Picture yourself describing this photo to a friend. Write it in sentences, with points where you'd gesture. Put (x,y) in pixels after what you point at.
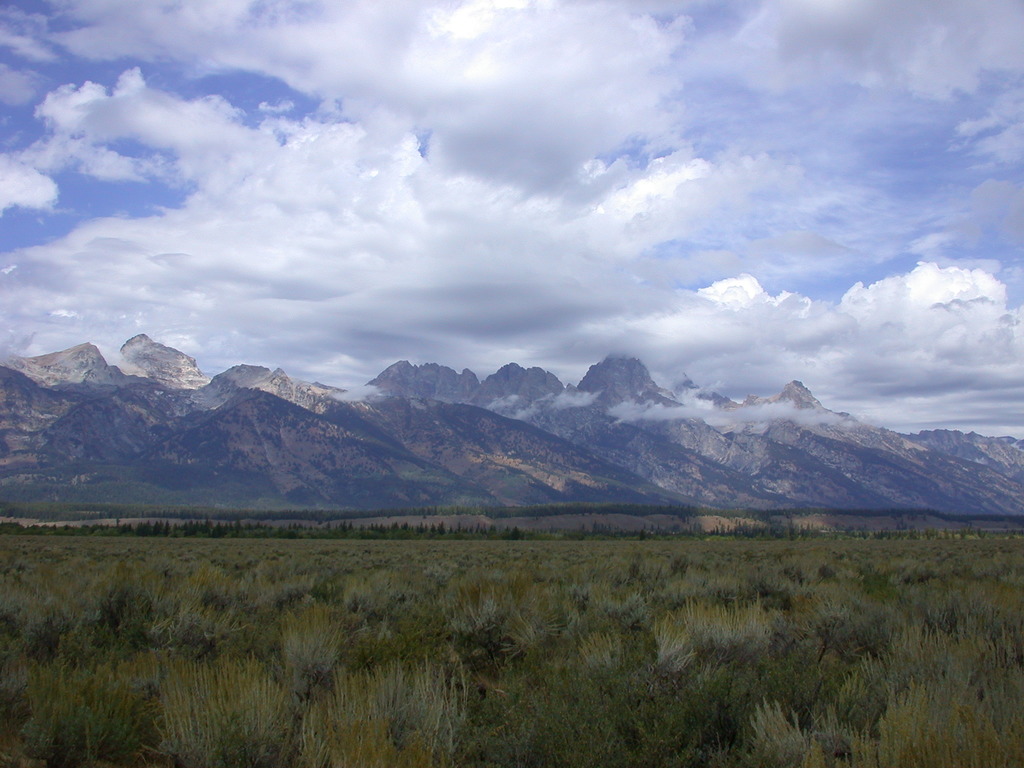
This image consists of green grass (431,660) and plants (599,681). In the background (481,442), there are mountains (195,441) along with clouds (564,249) in the sky (414,260).
